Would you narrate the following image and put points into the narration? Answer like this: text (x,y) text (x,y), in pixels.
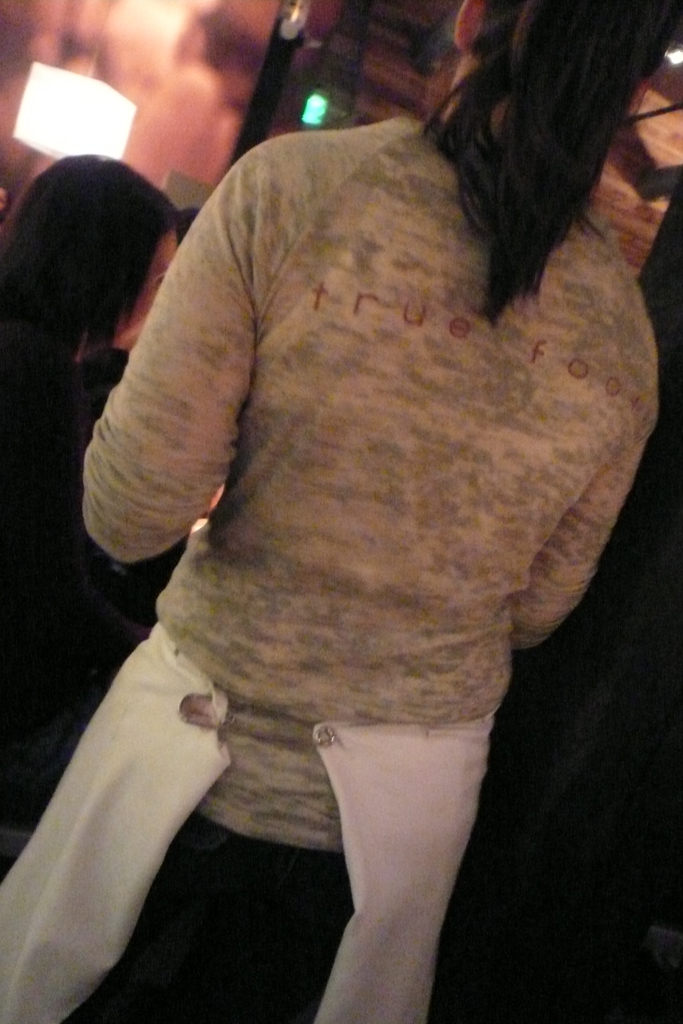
In this picture I can observe a woman (241,672). She is wearing grey color T shirt (275,545). In front of her there is another woman (44,339). In the background (133,101) I can observe a lamp (97,87) and a wall (202,119).
